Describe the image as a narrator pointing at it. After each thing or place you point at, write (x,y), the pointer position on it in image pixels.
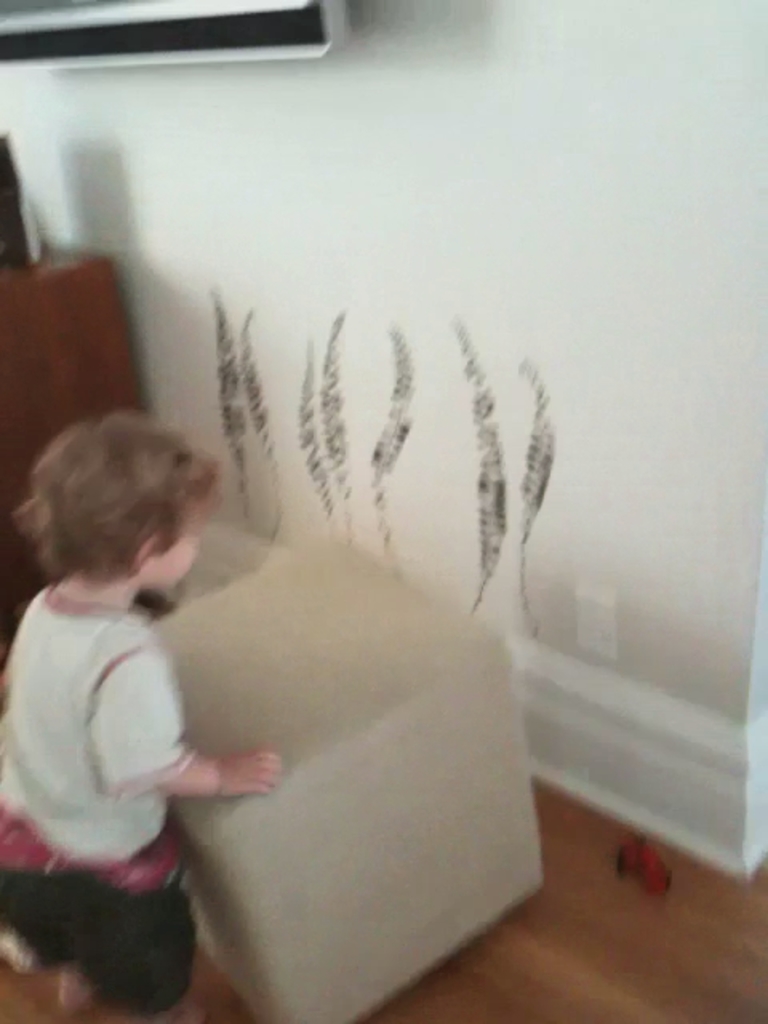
This picture is slightly blurred, where we can see a child (78,756) wearing white dress (68,846) is standing near the object (277,824) and holding it. In the background (764,802), we can see a wall (755,814) and air conditioner (98,27) fixed to the wall (287,87).
